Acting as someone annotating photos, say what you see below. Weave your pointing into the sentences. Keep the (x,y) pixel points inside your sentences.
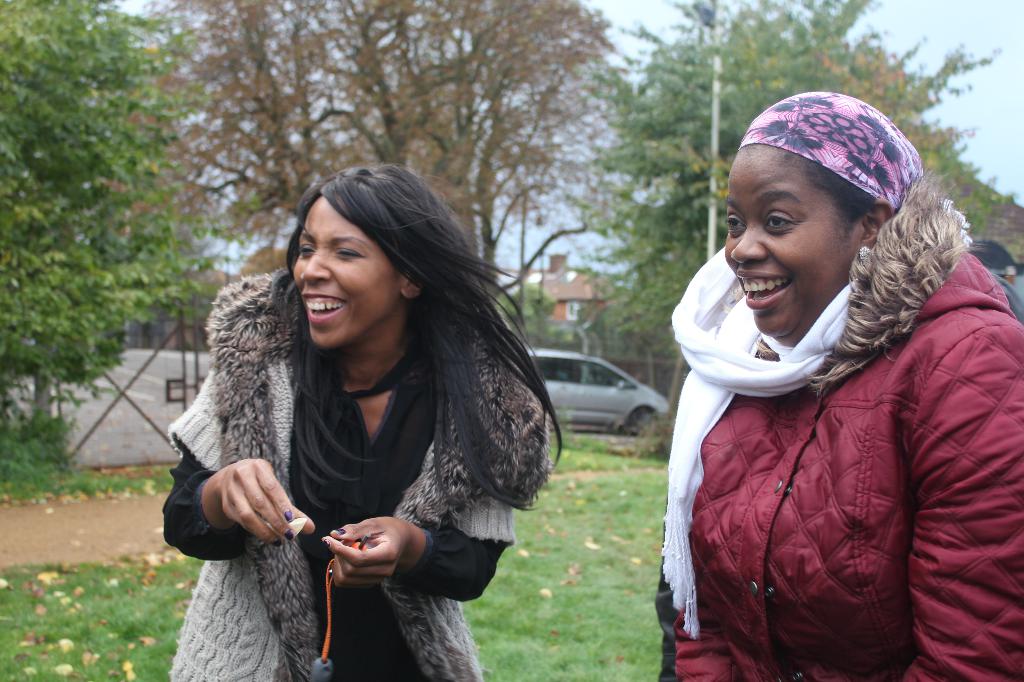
In this image I can see two women (255,657) are standing in the front (362,299) and I can also see smile on their faces (347,295). I can see both of them are wearing jackets (186,681) and I can see the left one (358,484) is holding few things (319,658). I can also see the right one (750,185) is wearing a cap (899,140). In the background (82,582) I can see an open grass ground (595,681), number of trees (484,194), few buildings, a car (640,392) and the sky (883,20). I can also see an iron gate (176,312) on the left side of the image (129,333) and on the right side (713,109) I can see a pole (714,28).
